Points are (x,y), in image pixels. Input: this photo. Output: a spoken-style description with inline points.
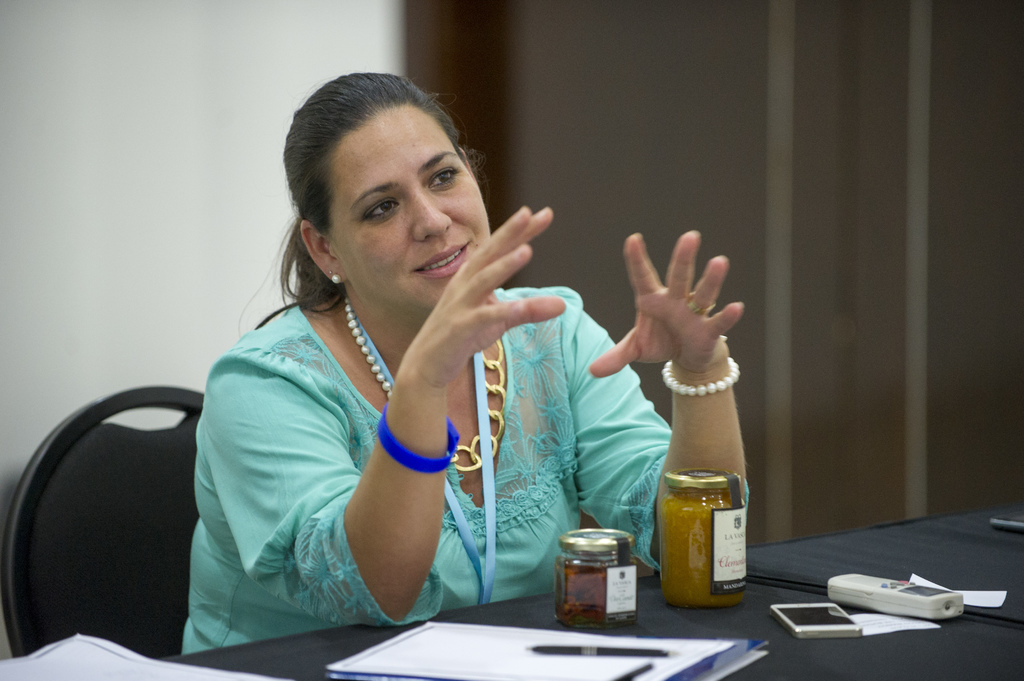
In this image there is a woman (275,429) sitting in the chair (171,506) by raising her hands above the table (625,631). On the table (745,628) there are two jars (684,555), papers (665,648), pens (597,648), mobile phone (817,628) and a remote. In the background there is a wall (194,62).
